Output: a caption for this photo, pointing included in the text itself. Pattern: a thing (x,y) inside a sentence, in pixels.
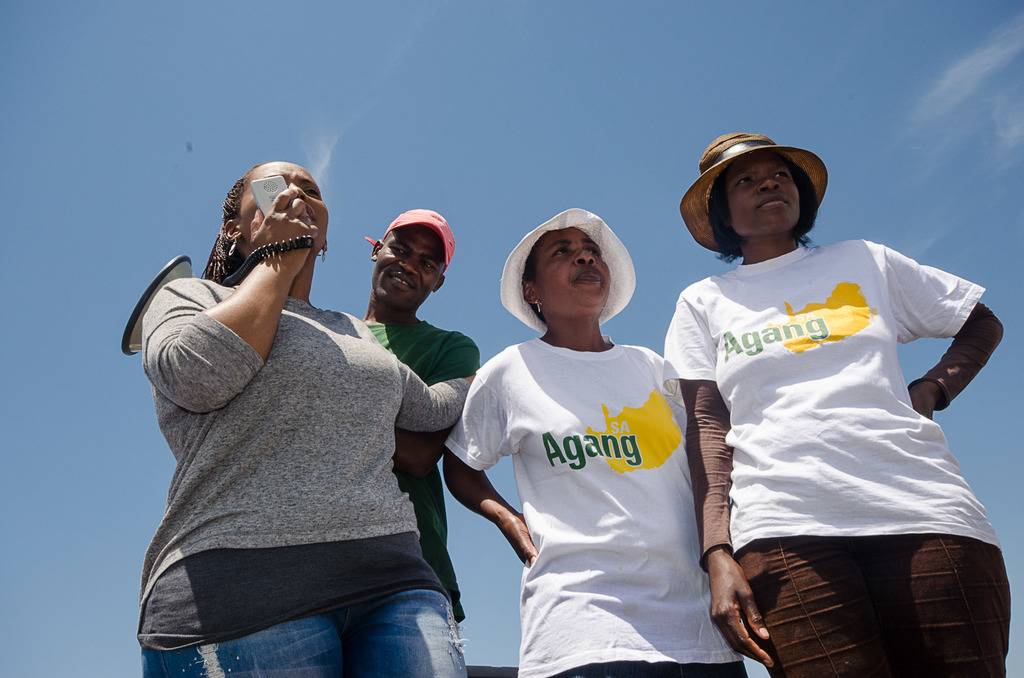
In this image in the foreground (584,508) there are four people (396,535) standing, and two of them (849,385) are wearing hats (620,304). One person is wearing cap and one woman (285,284) is holding a speaker (270,200) and talking, in the background (270,83) there is sky (500,71).
